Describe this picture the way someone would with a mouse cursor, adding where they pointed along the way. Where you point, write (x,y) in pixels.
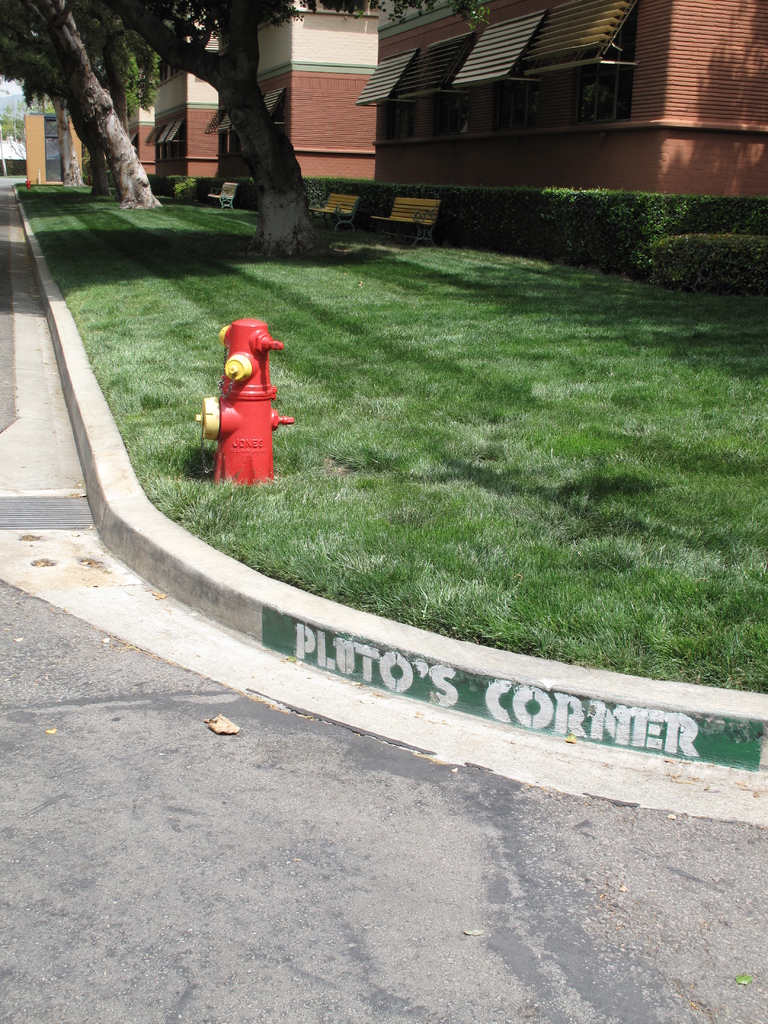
In this image I can see the buildings (399,144), trees (232,107), the grass (316,352) and a fire hydrant (251,422). The fire hydrant (251,409) is red in color.
